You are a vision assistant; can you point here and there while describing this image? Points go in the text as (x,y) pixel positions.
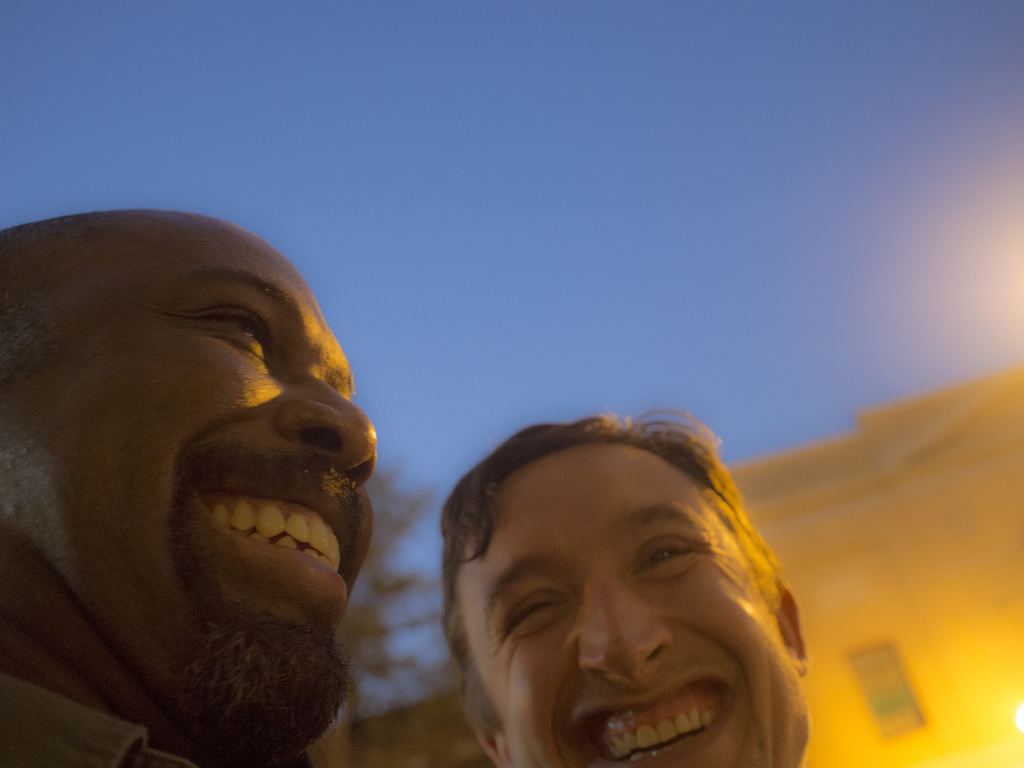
In this image we can see two persons (509,606). Behind the persons (453,587) we can see a building (816,550) and a tree (396,675). At the top (432,181) we can see the sky (398,234).
